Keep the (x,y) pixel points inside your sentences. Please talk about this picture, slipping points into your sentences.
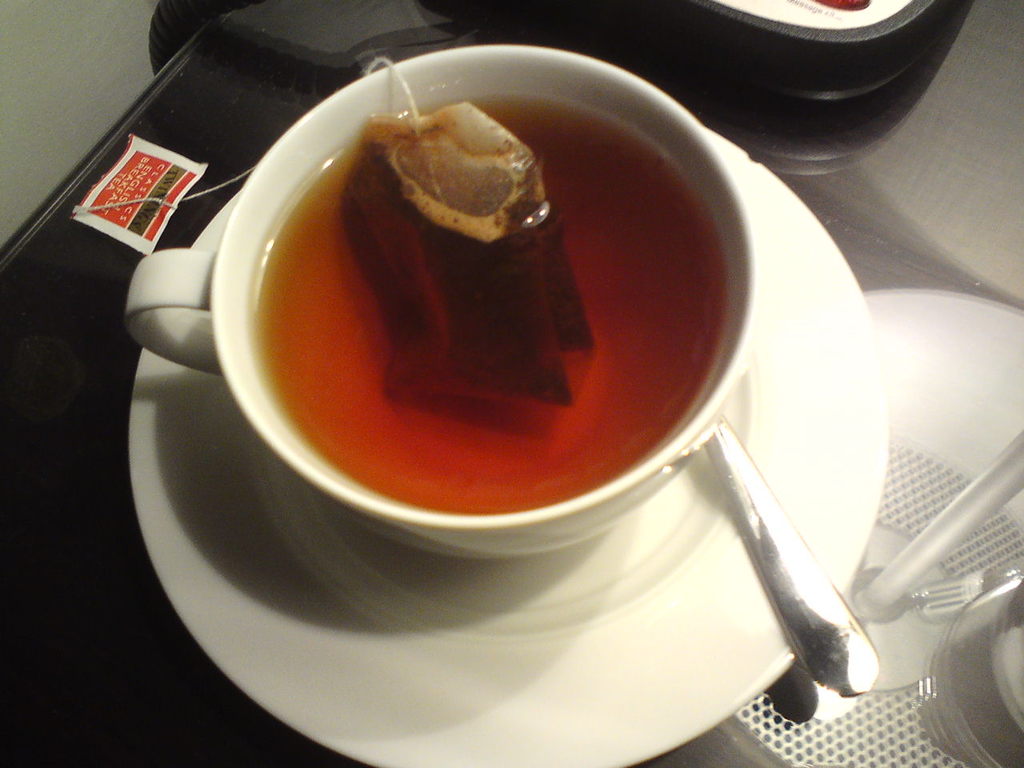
There is tea (369,327) and tea bag (501,258) in the cup (544,520), this is saucer (692,641) and spoon (782,580), this is paper (114,181).
